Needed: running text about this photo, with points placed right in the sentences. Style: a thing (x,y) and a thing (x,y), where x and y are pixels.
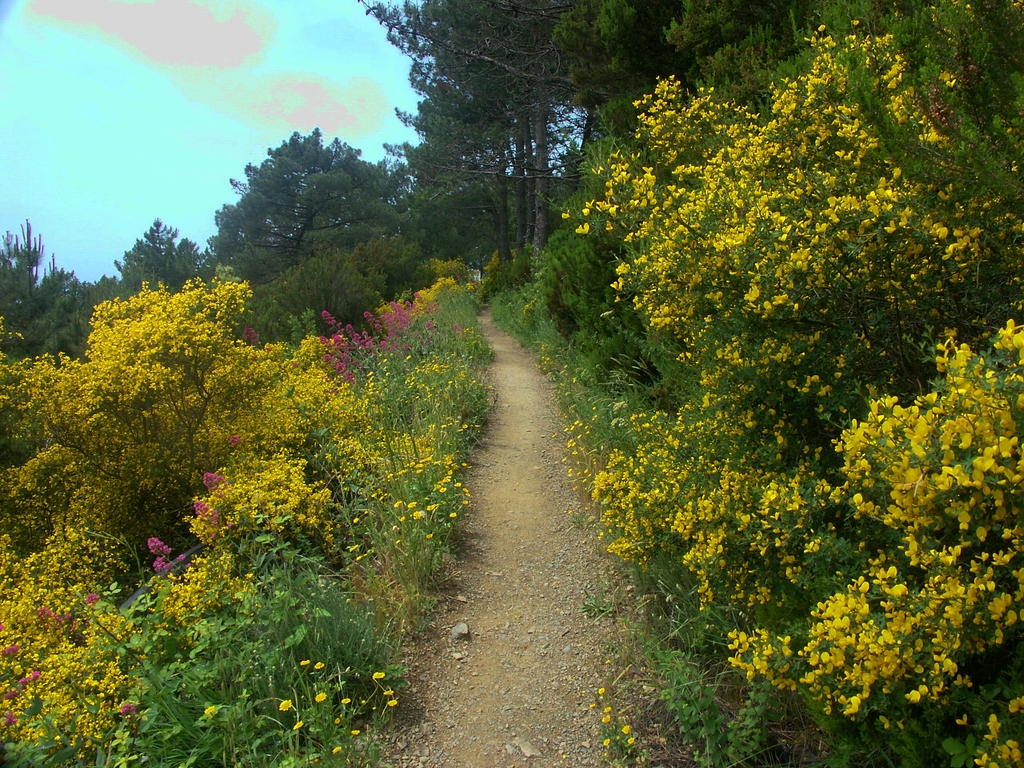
In this image we can see sky (153,133) with clouds (270,122), trees (440,209), plants (228,496), bushes (228,496), shrubs (185,309) and a walkway (511,456).
